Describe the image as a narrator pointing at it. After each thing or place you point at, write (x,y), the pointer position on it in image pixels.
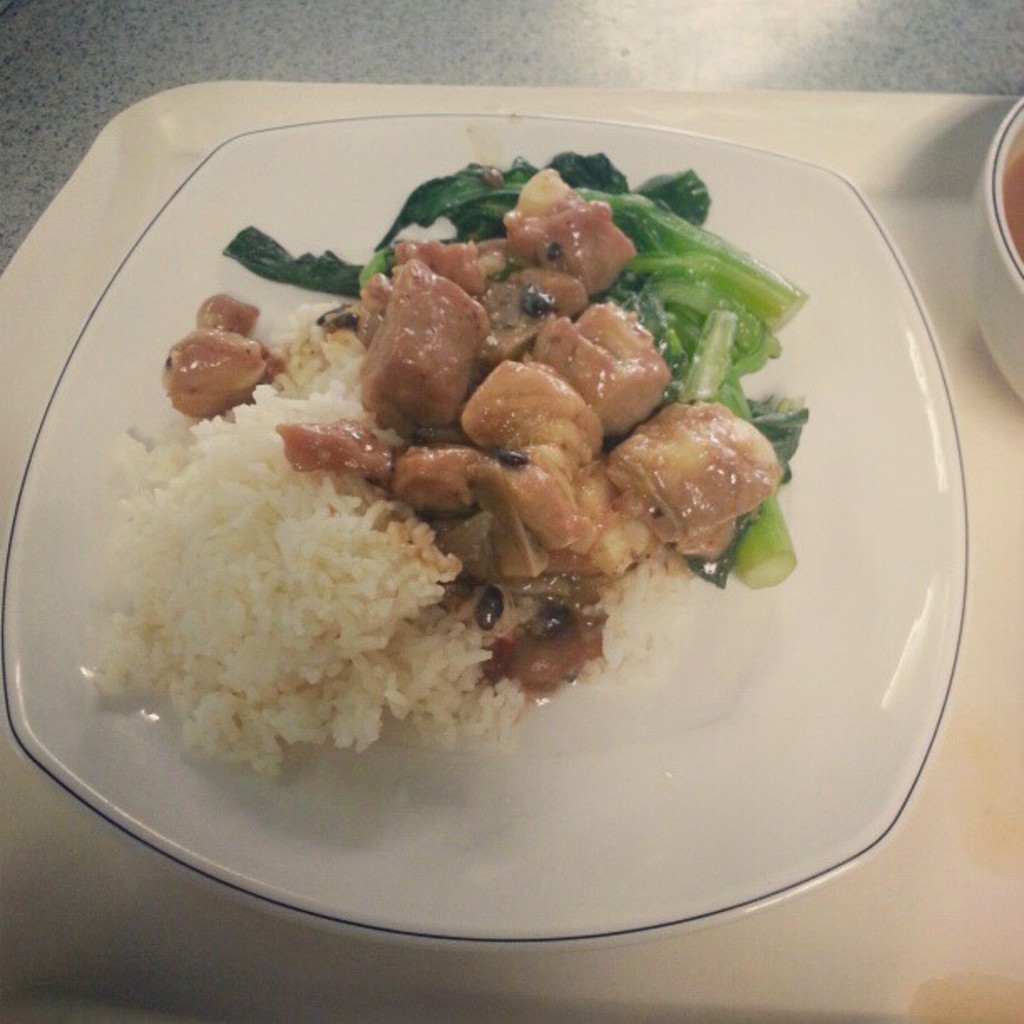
The picture consists of a plate (251,185), in the plate (264,148) there are rice (308,570) and other food items (575,297). On the right (1003,203) there is a bowl (1001,289), they are placed in a tray (764,111). The tray (470,104) is on the table (55,90).
